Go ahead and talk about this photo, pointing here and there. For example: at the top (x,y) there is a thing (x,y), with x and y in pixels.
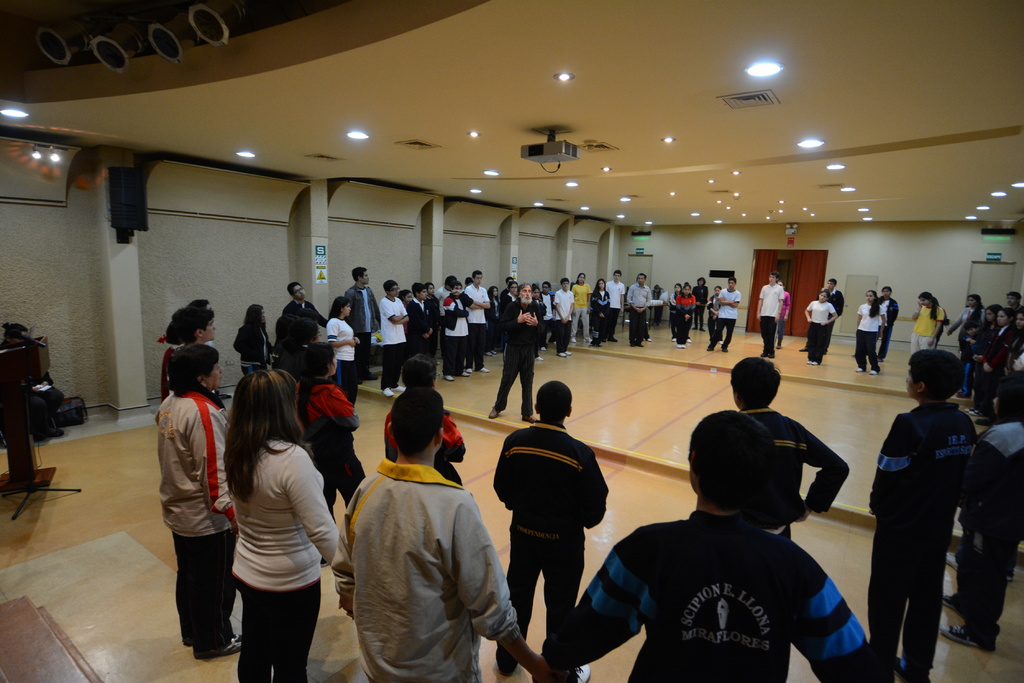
In this picture we can see a group of people (521,651) standing on the floor (700,332), podium (18,418), speaker (144,208), lights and in the background (752,237) we can see wall (874,270), curtains (767,273).
